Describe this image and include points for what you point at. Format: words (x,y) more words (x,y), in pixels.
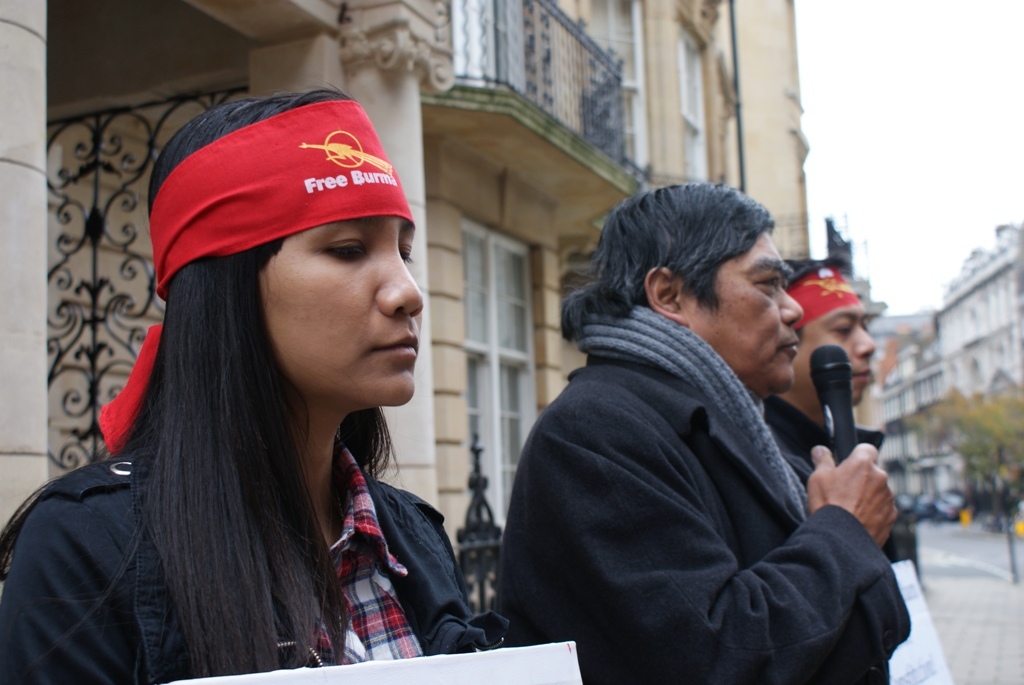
This is picture of the outside of the city (417,473). There are three people (819,438) one, two and three. Two persons (789,427) are boys (729,413) and one girl (321,394). The person (761,419) is holding mic (823,419). He is talking like something. The girl (302,446) is wearing red color ribbon (312,200). we can see on the background (579,135) there is a building (760,138), trees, roads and sky (893,232).
